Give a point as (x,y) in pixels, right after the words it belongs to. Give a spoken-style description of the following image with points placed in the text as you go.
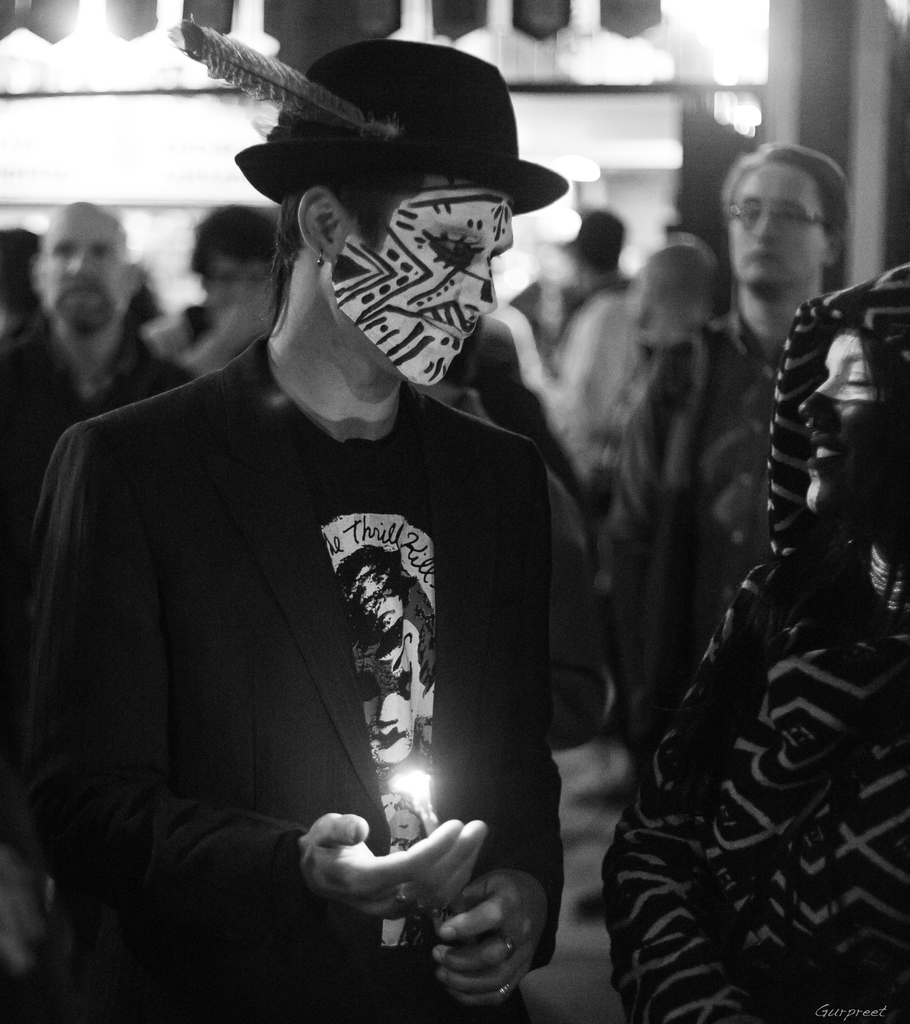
In this picture we can see two people (501,651) with paintings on their faces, at the back of them we can see a group of people (648,683) and in the background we can see some objects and it is blurry.
